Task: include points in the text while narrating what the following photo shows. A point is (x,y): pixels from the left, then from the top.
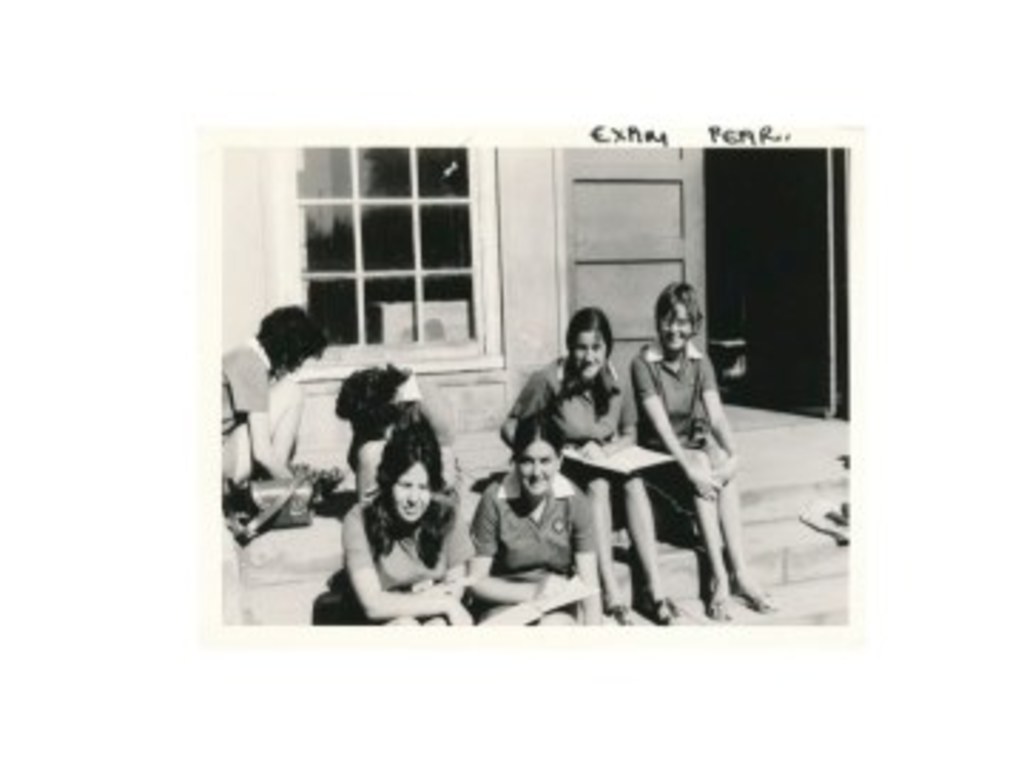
There are people (414,460) sitting, background (690,194) we can see wall (527,197), door (679,180) and window (387,261).
